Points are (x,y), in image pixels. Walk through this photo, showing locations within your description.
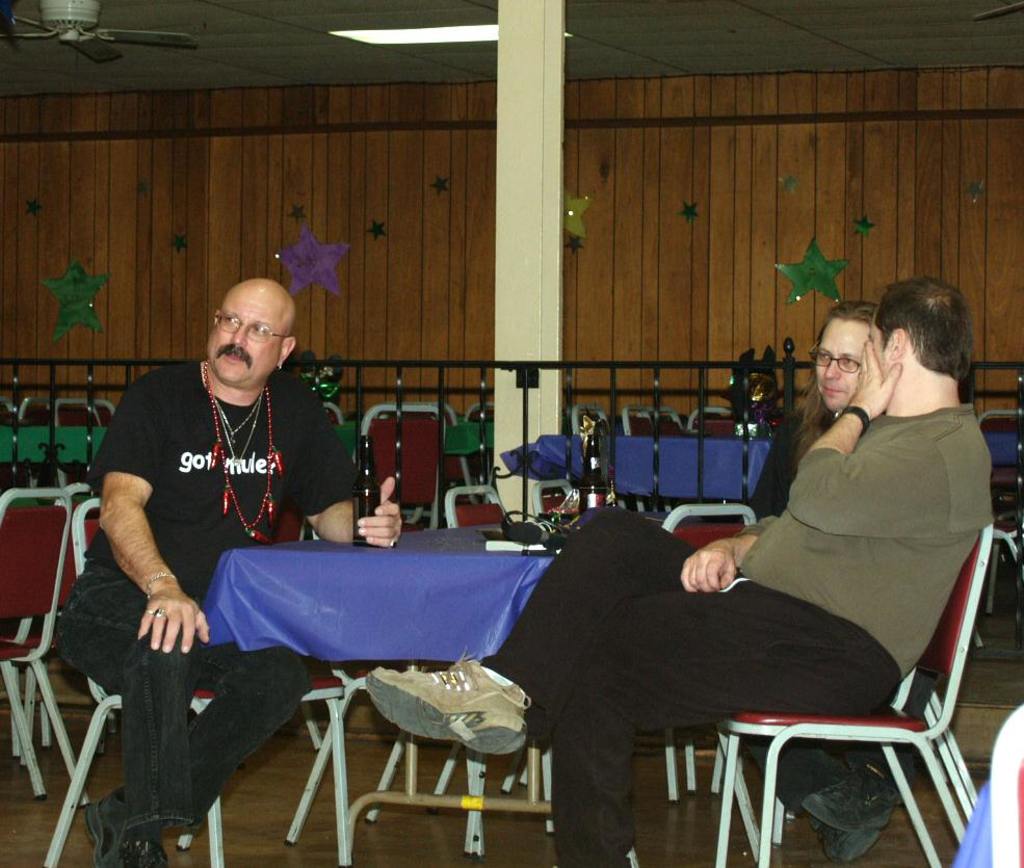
These persons (276,425) are sitting on a red chair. In-front of this person (823,509) there is a table (480,555), on a table (425,570) there is a bottle (599,479) and headset (542,518). On wall (493,212) there are stars (321,249). On top (397,34) there is a fan (133,34) and light (351,34). This is pillar (551,221).
